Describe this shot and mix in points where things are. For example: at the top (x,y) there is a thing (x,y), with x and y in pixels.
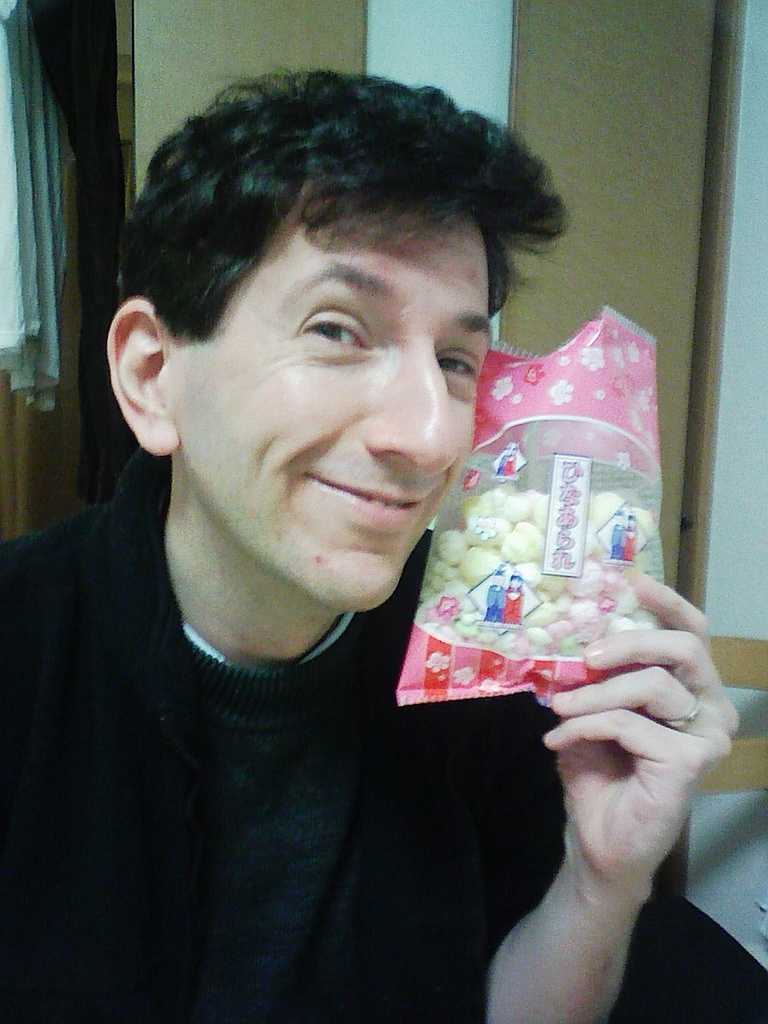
In this image we can see a person (350,544) holding a cover (569,560) and some objects (578,611) inside the cover (550,520) and in the background (141,101) there is a wall (140,104) and a white color cloth (55,267).
